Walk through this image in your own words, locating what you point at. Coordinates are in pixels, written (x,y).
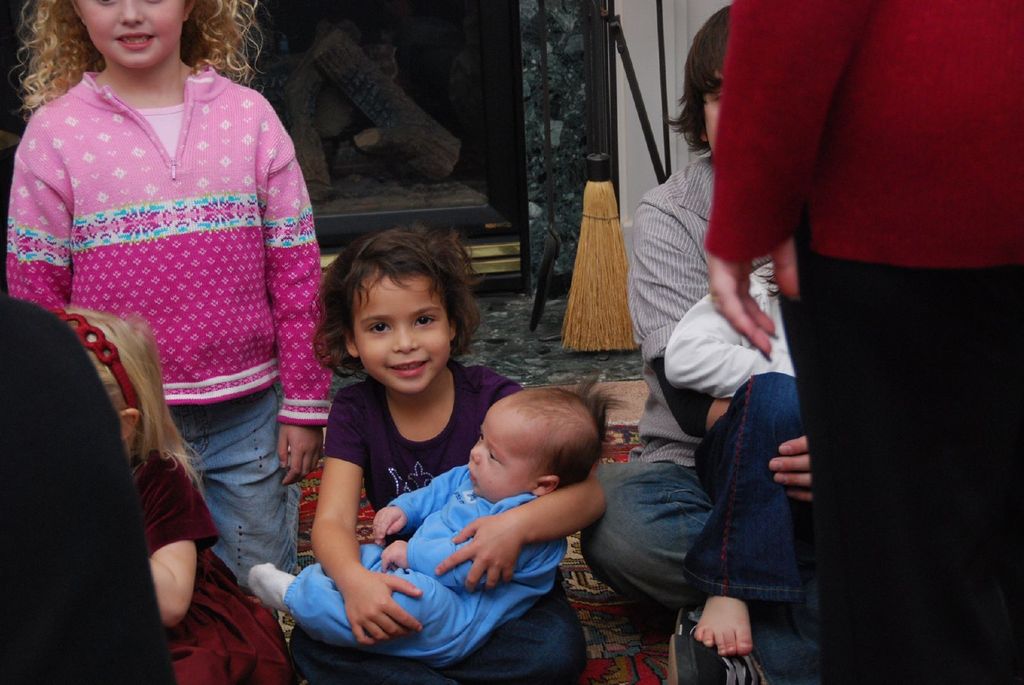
Here we can see few persons (722,427). She is holding a baby (439,538) with her hands (347,576). This is floor (529,344). In the background (351,48) we can see fireplace (394,101).
